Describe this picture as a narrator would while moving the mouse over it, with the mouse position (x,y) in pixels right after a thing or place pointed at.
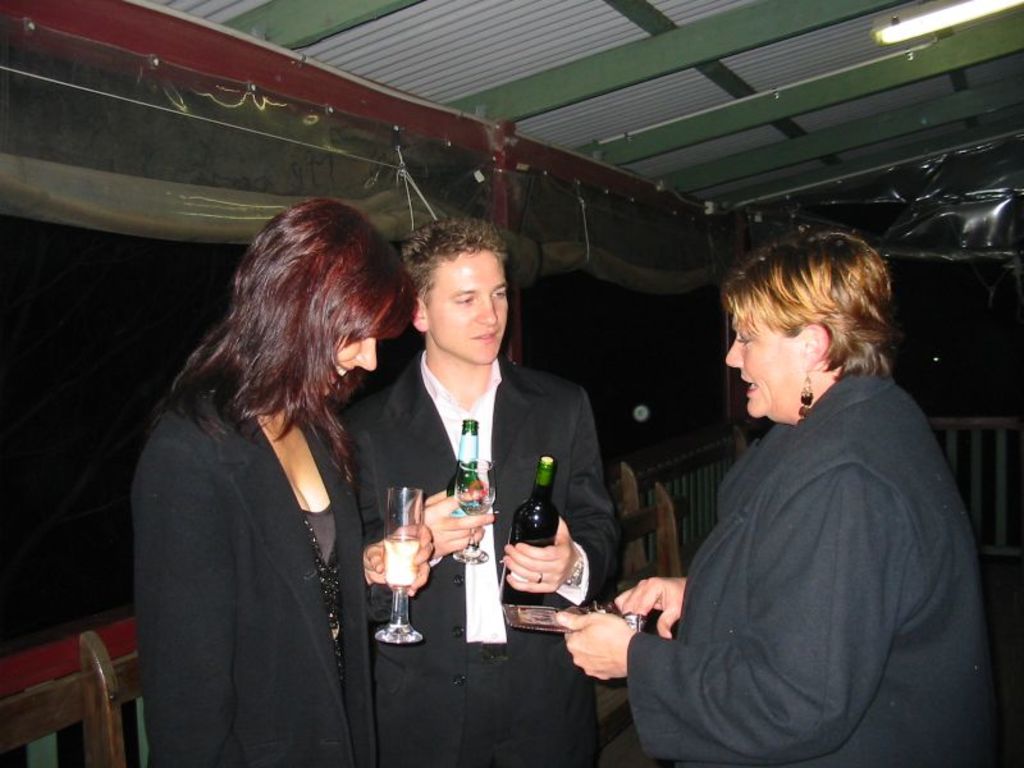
On the left side (278,524), there is a woman (244,509) in a black color jacket (247,491), holding a glass (391,563), smiling and standing. Beside her, there is a person (389,465) in a black color suit (416,399), holding a bottle (523,518) with a hand (565,557), holding a glass (477,500) and bottle (477,500) with the other hand (446,541), smiling and standing. On the right side (790,759), there is another woman (894,326) in a black color dress (796,471), holding an object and speaking. Above them, there is a light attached to the roof (611,80). In the background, there is a fence (631,537).
